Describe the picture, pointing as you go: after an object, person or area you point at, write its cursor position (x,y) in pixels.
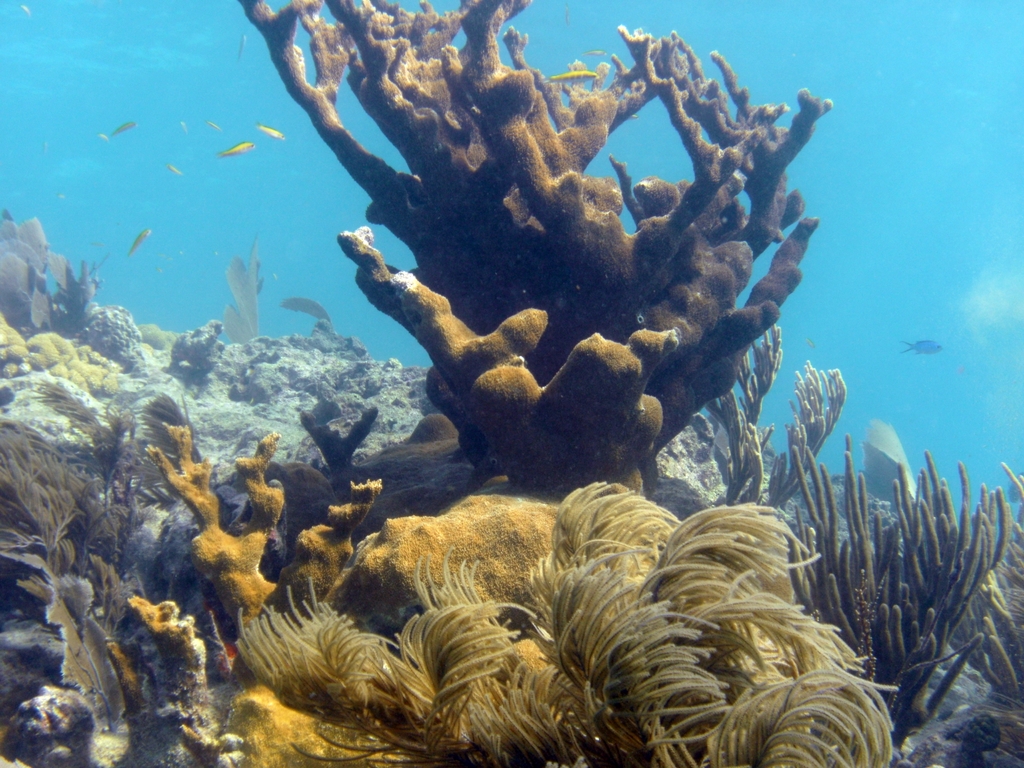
In this image there are fishes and water plants (451,346) in the water (147,282).
